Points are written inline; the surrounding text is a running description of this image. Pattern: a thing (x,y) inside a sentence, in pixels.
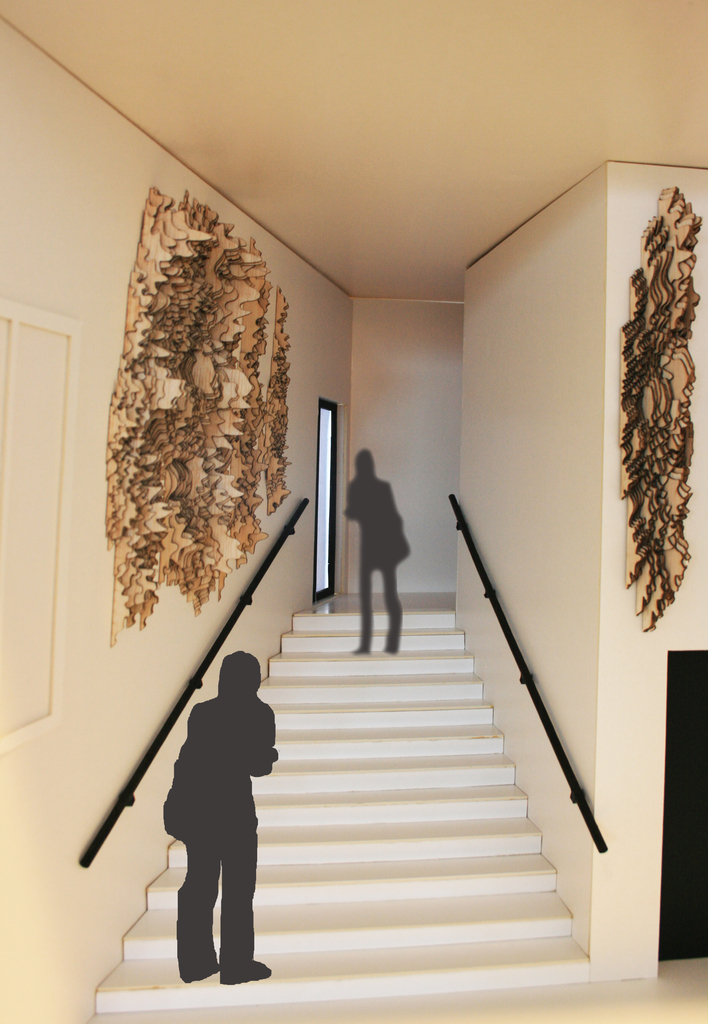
In this picture I can see the inside view of a building (279,555) and I see the stairs (379,642) in front (317,740), on which there are black color things (352,499) and I see the brown color things (235,376) on the walls (572,373).
